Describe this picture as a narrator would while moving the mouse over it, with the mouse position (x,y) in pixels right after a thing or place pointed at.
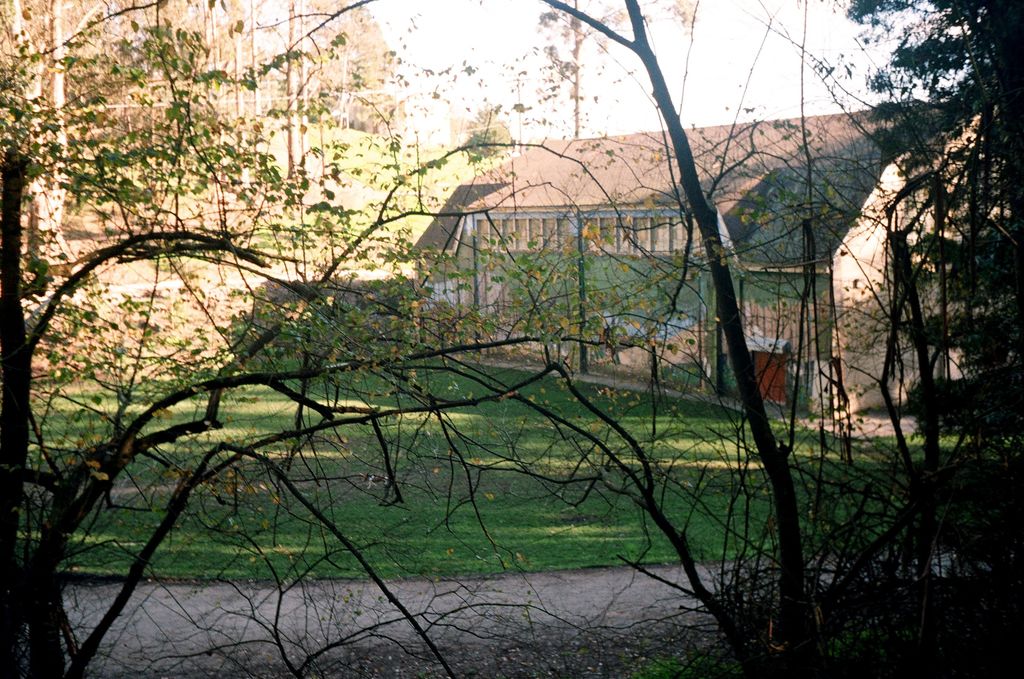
This picture is clicked outside. In the foreground (851,627) we can see the plants (814,641) and trees (132,118). In the center (519,435) there is a green grass (484,417), house (650,292) and some other objects (766,358). In the background (589,60) there is a sky (434,57) and trees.
